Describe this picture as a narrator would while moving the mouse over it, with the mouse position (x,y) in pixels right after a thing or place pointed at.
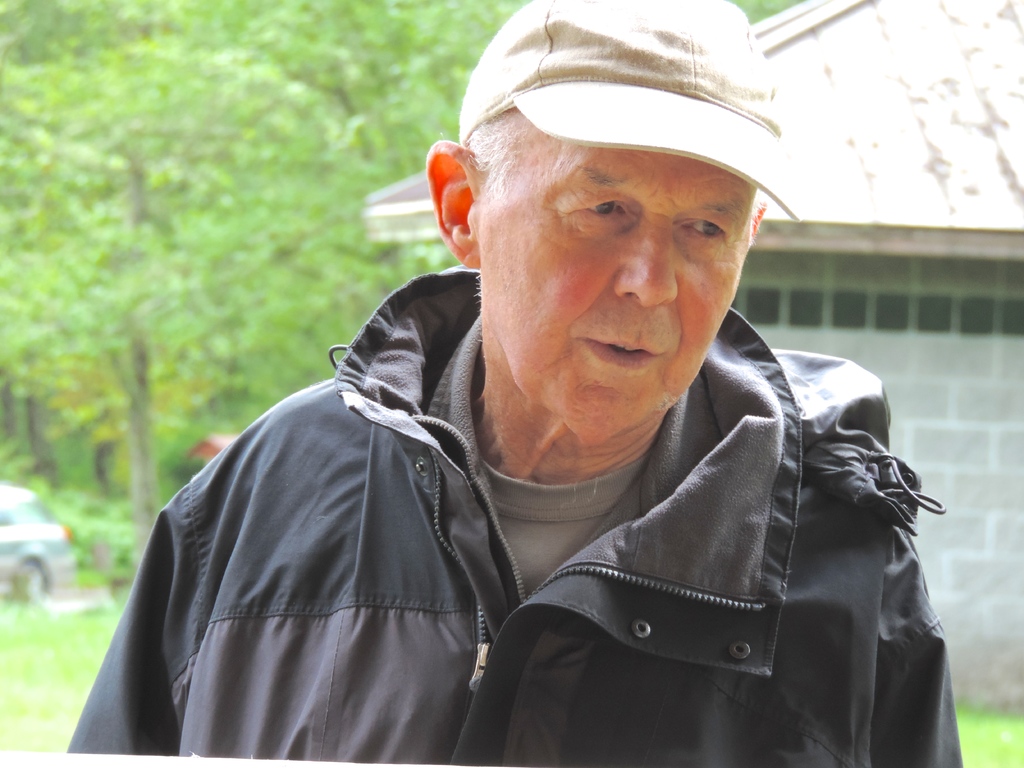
In this picture I can see there is a old man (697,194) standing and he is wearing a black coat (402,570) and a cap (702,9), he is looking at right side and in the backdrop (7,561) there is a vehicle (26,556) on to left side (35,573) and there is grass (51,659) on the floor (62,627) and there are trees (173,162) and a building (774,34). The backdrop (44,311) is blurred.
